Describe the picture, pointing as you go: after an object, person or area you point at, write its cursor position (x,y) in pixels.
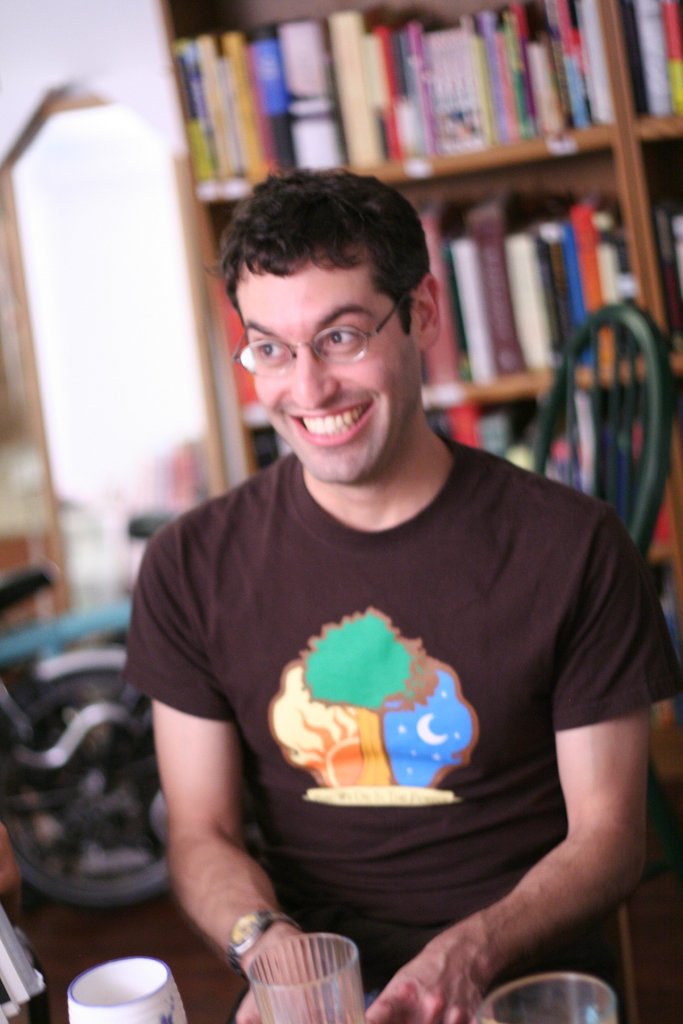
In this image i can see one person (356,436) with eyeglasses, in front (97,998) there are few objects (344,996), behind that i can see the cupboard (632,144) with books (590,74).
